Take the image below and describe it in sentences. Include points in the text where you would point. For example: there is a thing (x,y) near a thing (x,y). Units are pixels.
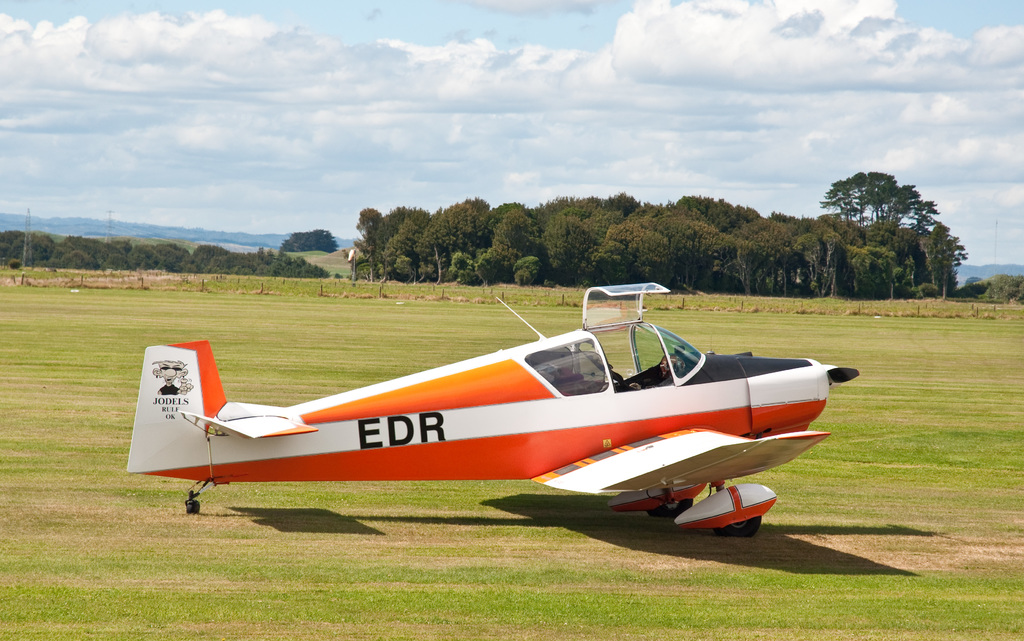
In this image, we can see an aircraft (631,433) on the grass (435,555). In the background (834,242), there are trees (793,235), plants (172,283), transmission towers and the cloudy sky (954,89).
